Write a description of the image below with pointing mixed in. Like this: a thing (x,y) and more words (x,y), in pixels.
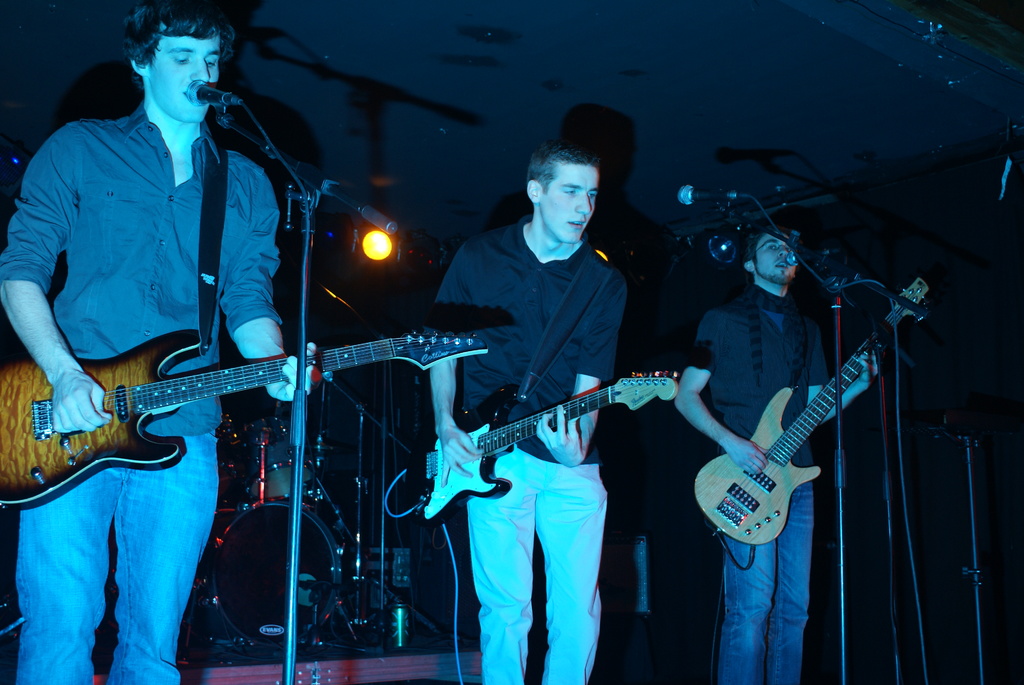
In this picture there are three men (532,333) playing guitars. There are three mics (801,249) in front of them. There is light (378,243) behind them focusing. There is a drum set (234,485).
